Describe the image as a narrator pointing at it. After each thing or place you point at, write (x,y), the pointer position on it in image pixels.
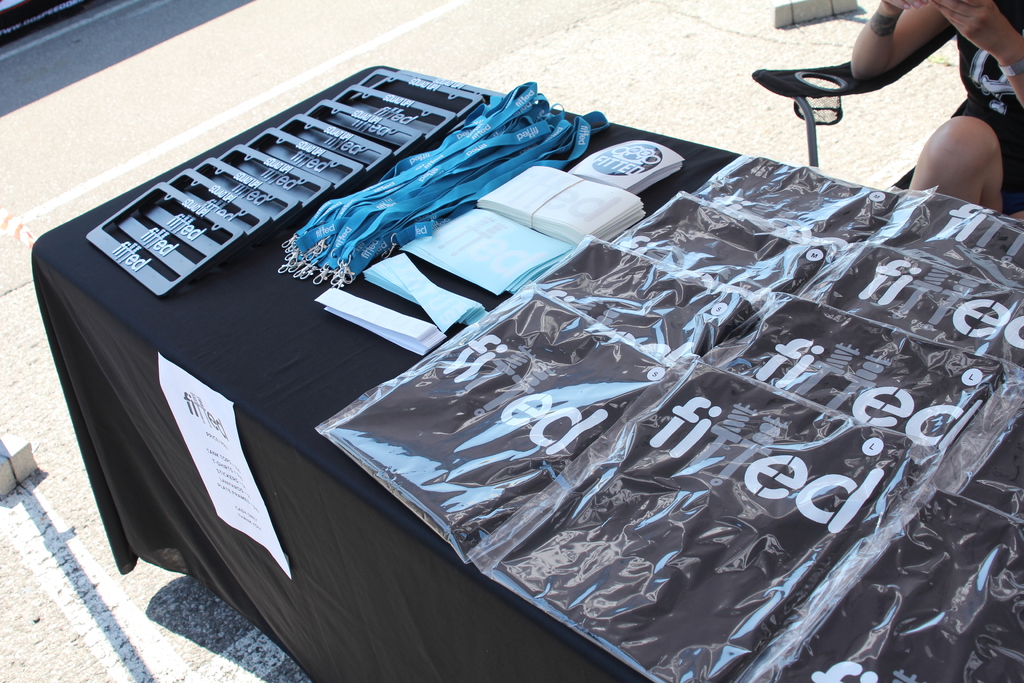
In this picture we can see boards (209,204), tags (446,191), papers (460,317) and objects (377,416) on the table (411,463). We can see a poster (224,474) attached on a black cloth (272,433). In the top right side of the image (863,58) there is a person (944,145) sitting on a chair (821,71). In the background of the image (312,68) we can see the road (581,53).
